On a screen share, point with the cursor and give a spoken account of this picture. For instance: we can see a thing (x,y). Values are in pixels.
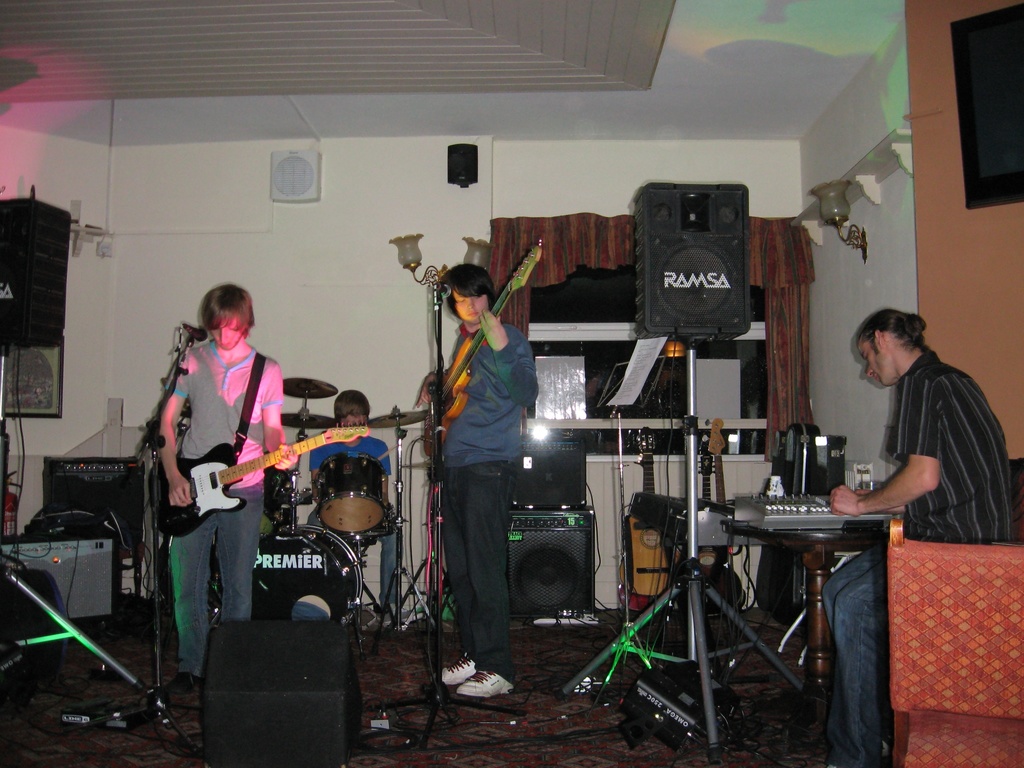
It is a music show there are total four people (184,392) in the image, the first person (912,451) to the right (864,585) is sitting and playing instrument (812,514), the second person (495,449) is playing the guitar (511,280), third person (217,420) is also playing the guitar (314,440), in the background (301,579) the person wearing blue color shirt (331,452) is playing some drums (344,584), in the background (676,242) there are two big speakers (679,210) and also small speaker (460,163) to the Wall (466,137), the Wall (311,234) is off white color.
